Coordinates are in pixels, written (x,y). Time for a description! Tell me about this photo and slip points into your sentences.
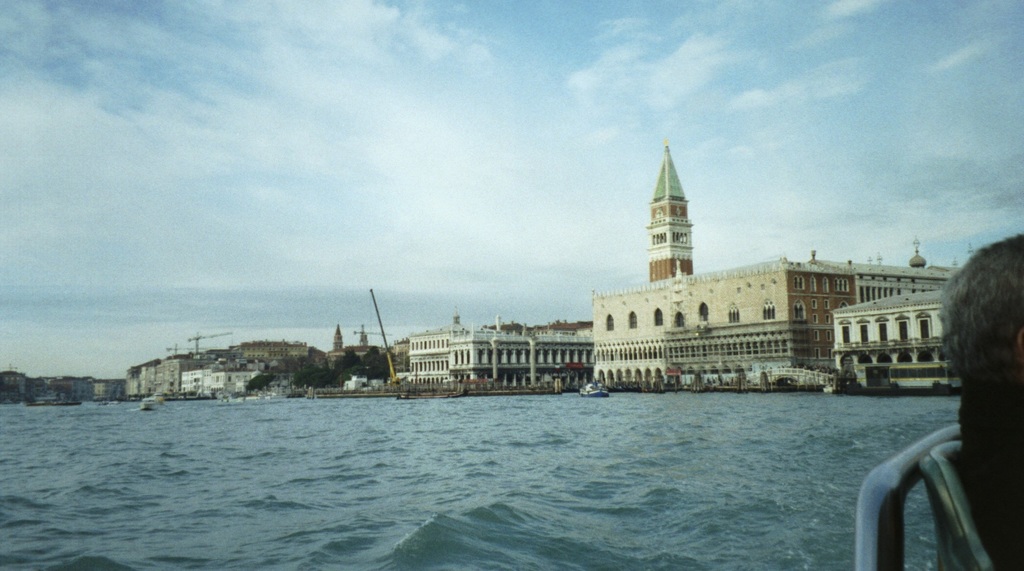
This image consists of many buildings (185,381). At the bottom (486,486), there is water (497,513). On the right (872,498), it looks like a boat (872,498). At the top (446,138), there are clouds (377,183) in the sky (65,235).
